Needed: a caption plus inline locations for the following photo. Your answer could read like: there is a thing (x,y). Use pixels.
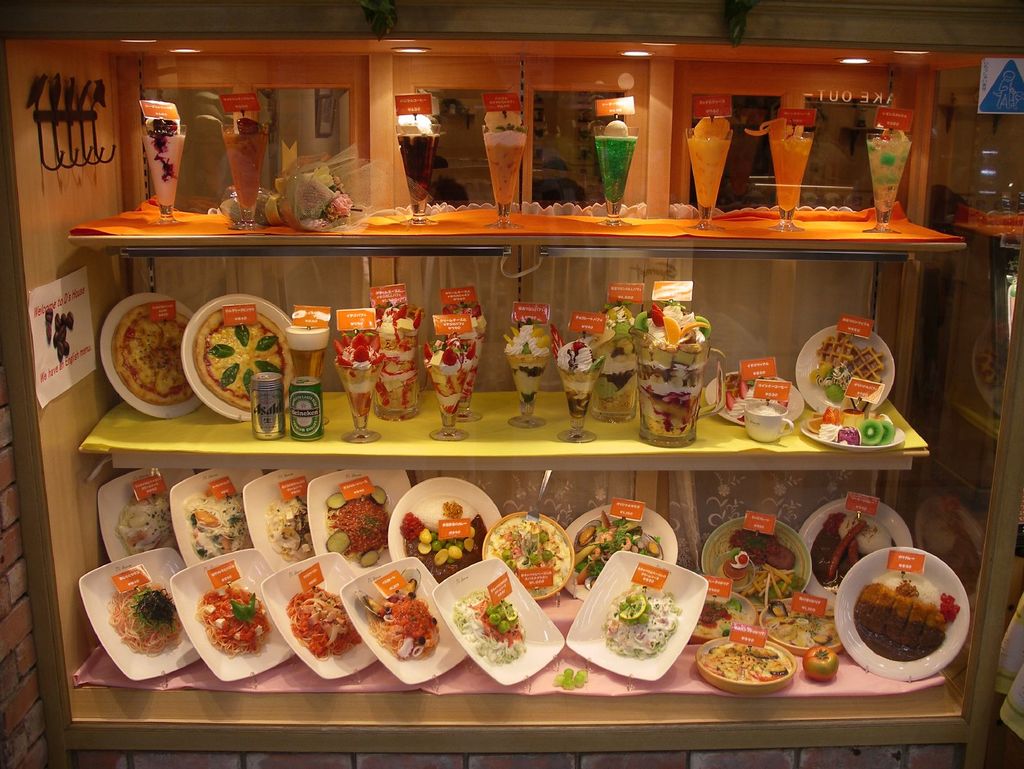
In this picture we can see a shelves (541,438), on which we can see some food items (485,644) are placed in plates (605,594) and glasses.
